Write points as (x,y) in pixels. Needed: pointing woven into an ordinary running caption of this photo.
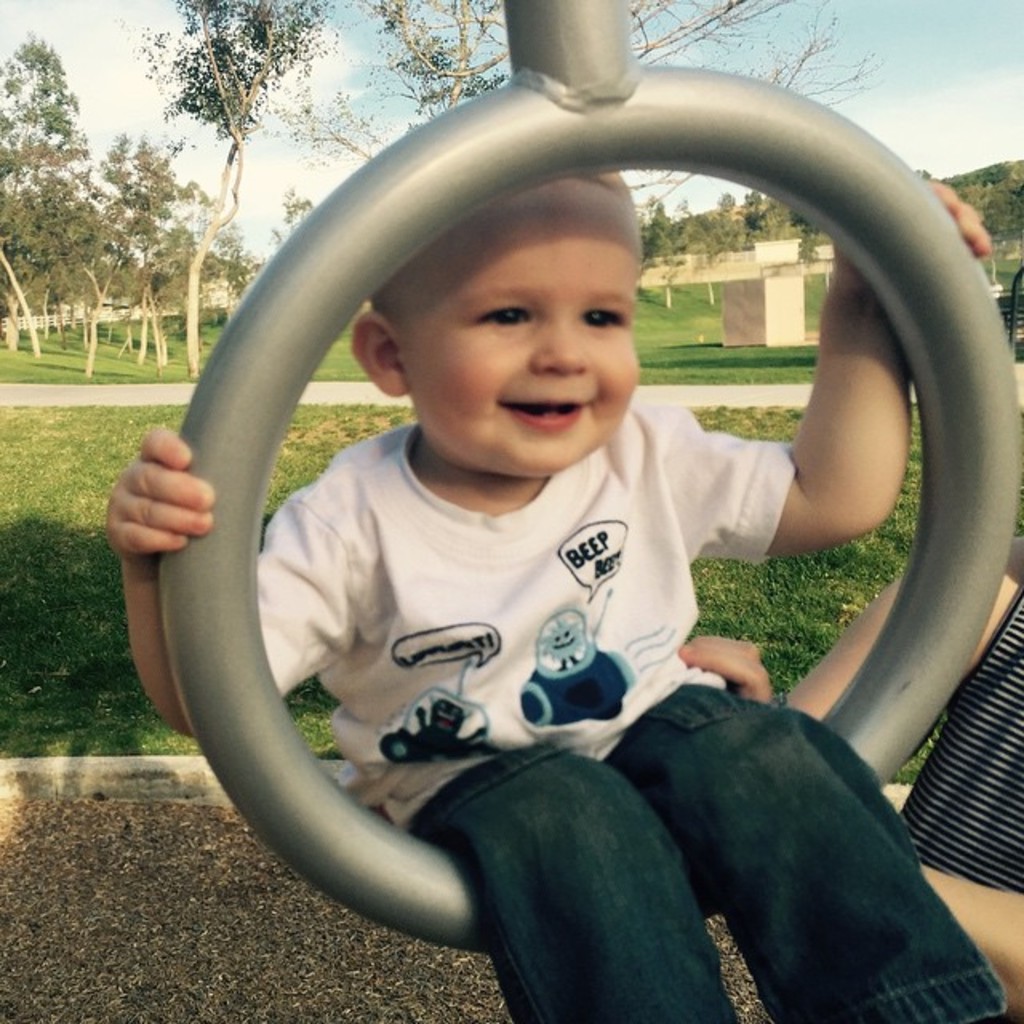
In the middle of the image (516,527) we can see a baby (512,400) and the baby (436,406) is smiling, in the background (734,361) we can see grass (696,367) and few trees (296,206).
